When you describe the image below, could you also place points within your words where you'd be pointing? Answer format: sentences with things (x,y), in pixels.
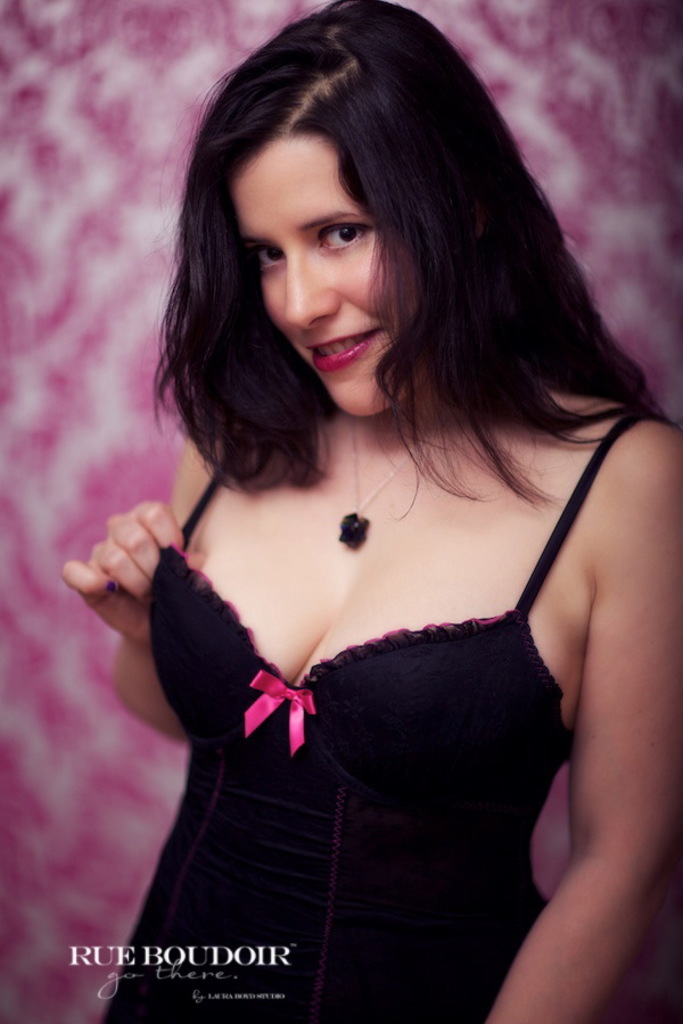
In this image there is a woman (381,641) standing and smiling and the background (114,238) is blurry and at the bottom of the image (175,971) there is some text (185,955) written on it.
